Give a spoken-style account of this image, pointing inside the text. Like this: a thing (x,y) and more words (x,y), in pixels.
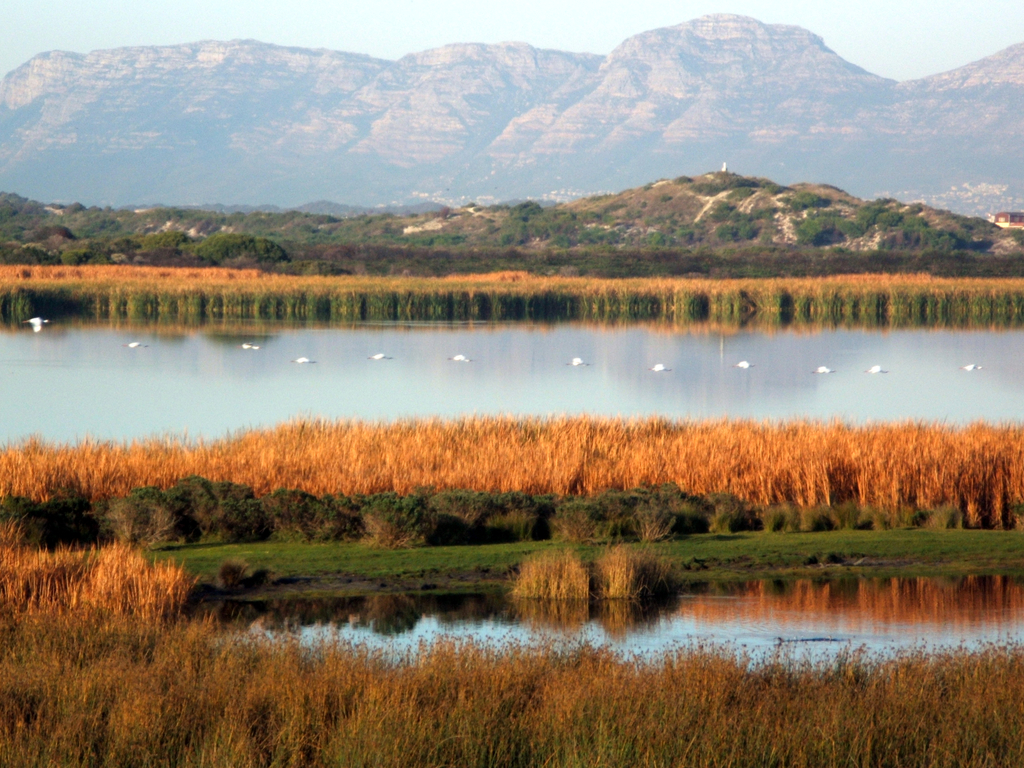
In this image we can see the lake (16,385), some mountains (736,169), some birds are flying, some objects (722,163) are on the surface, some trees (31,245), bushes (367,262), plants (612,267) and grass (482,305) on the surface (971,303). At the top (73,23) there is the sky (86,23).
